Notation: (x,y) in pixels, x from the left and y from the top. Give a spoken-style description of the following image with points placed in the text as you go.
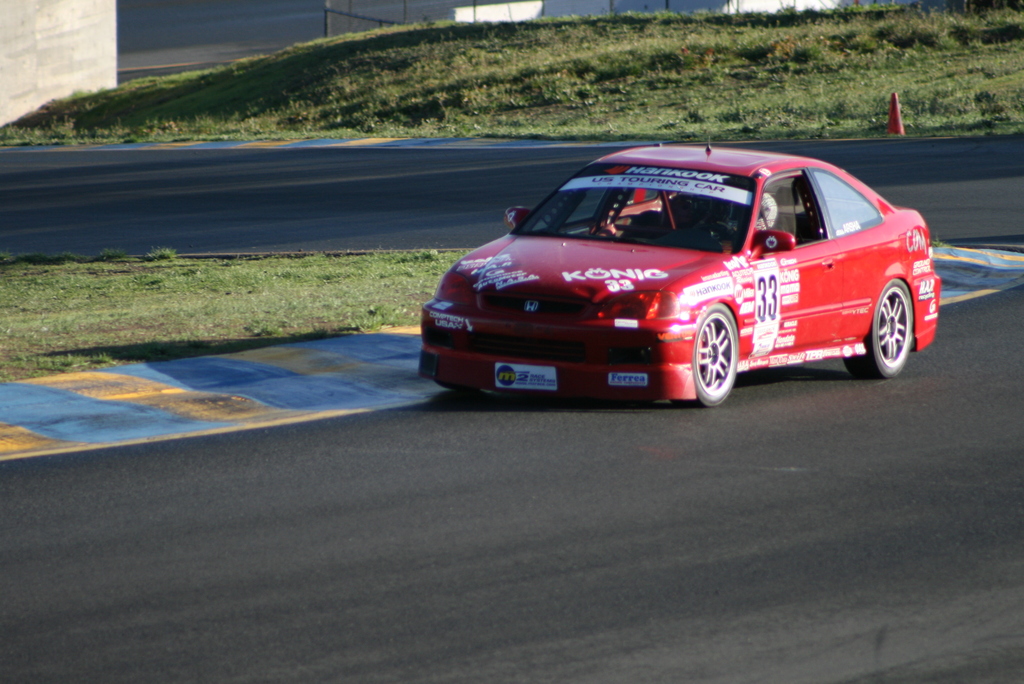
In this picture we can see car (734,164) on the road (55,478) and we can see grass (161,324) and traffic cone (891,95). In the background of the image (89,71) we can see wall (53,92) and fence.
